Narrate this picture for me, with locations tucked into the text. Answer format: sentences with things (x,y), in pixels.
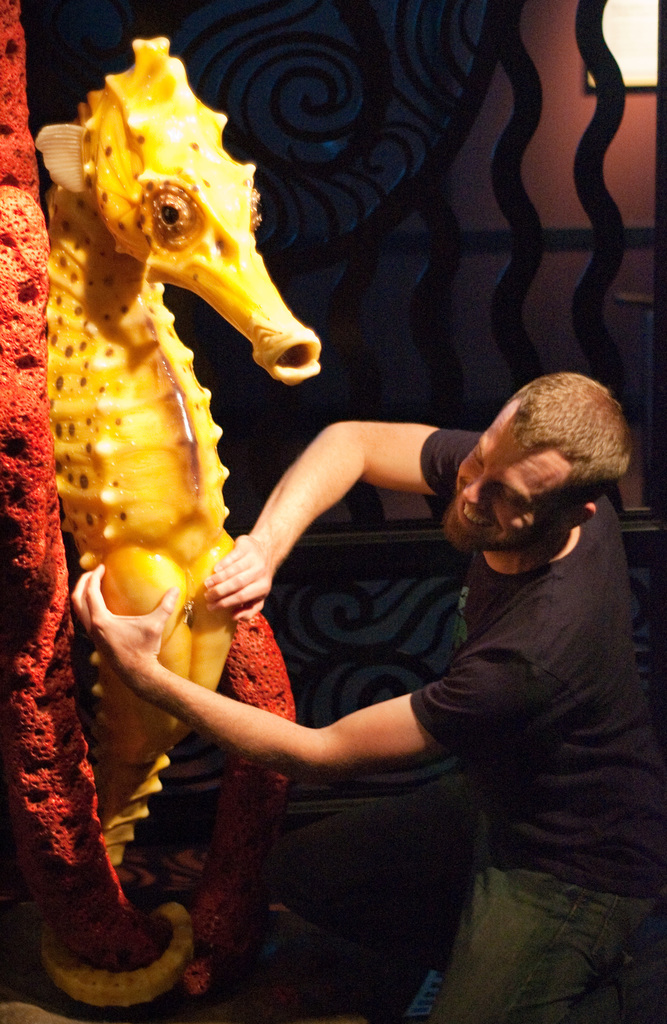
Here in this picture we can see a person (473,549) kneeling over a place and in front of it we can see a statue (157,156) of a sea horse (98,212) present over there and the person (159,629) is holding the statue (183,643) with his hands (230,591) and smiling over there.
